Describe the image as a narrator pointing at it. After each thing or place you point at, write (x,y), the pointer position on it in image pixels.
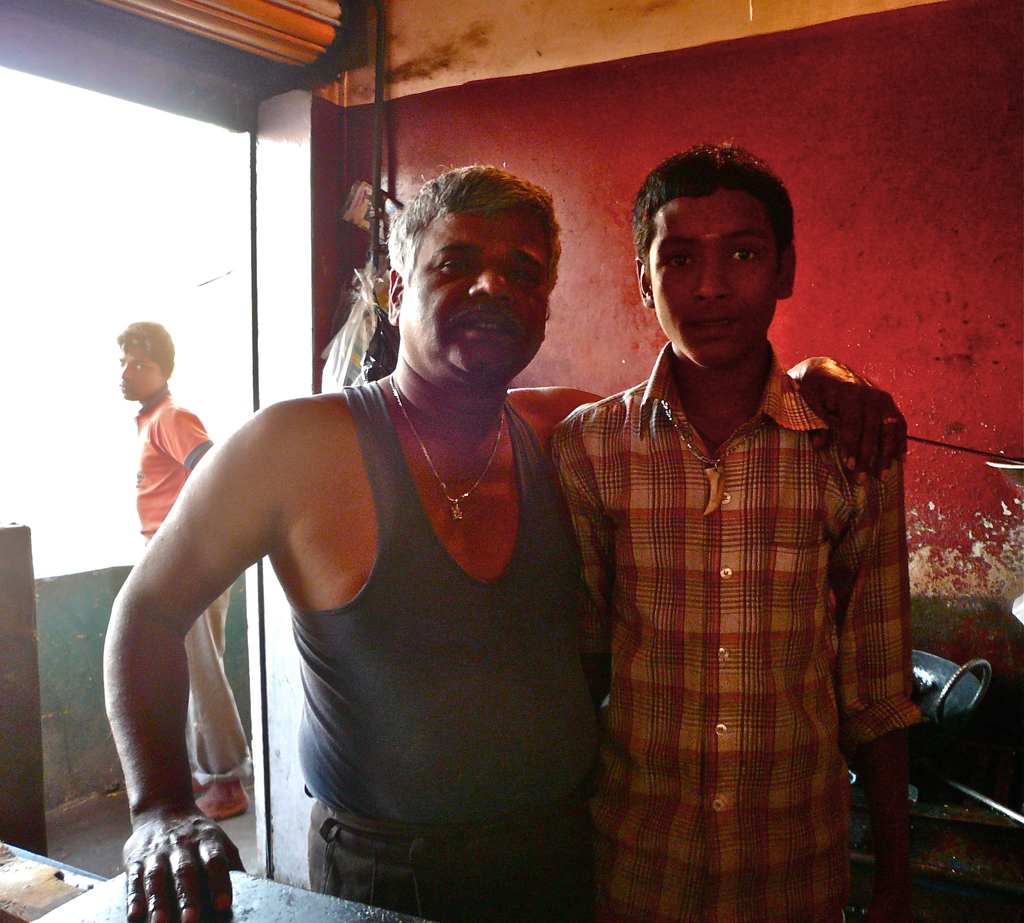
This image is clicked inside a room (1008,560). There are three persons (310,541) in this image. Two are in the front (624,730). One man (441,564) is having a chain (429,458) to his neck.
